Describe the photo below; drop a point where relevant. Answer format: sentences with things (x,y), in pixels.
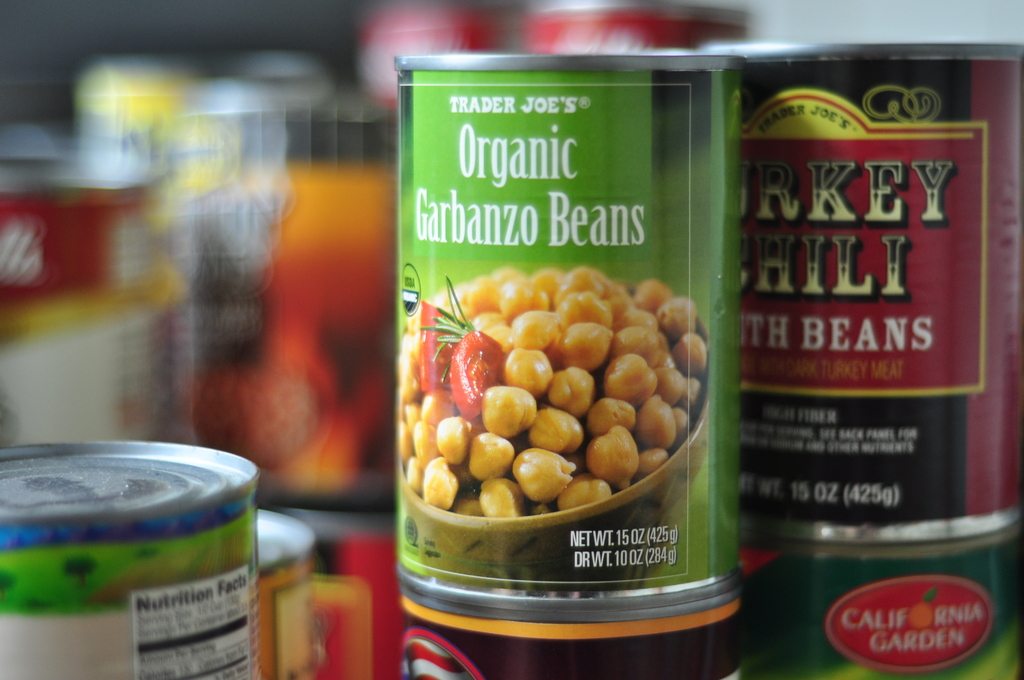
In this image we can see few tins (671,400), there is image (598,463) and text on the tin (651,355) and a blurry background (341,406).
